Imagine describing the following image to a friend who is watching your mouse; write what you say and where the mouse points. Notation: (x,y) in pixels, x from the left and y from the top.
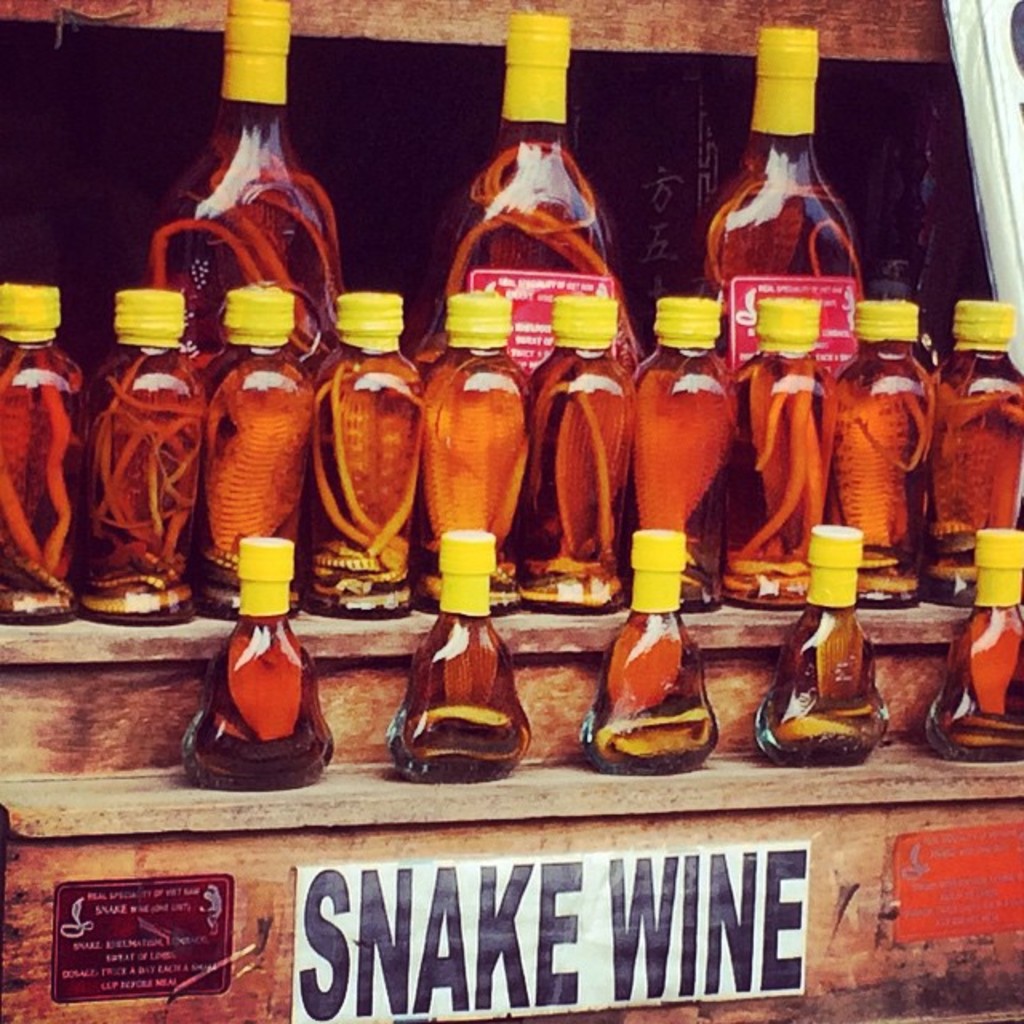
In this image there are group of bottles (445,393), with the snakes (355,558) inside it placed in a wooden rack (32,728).
